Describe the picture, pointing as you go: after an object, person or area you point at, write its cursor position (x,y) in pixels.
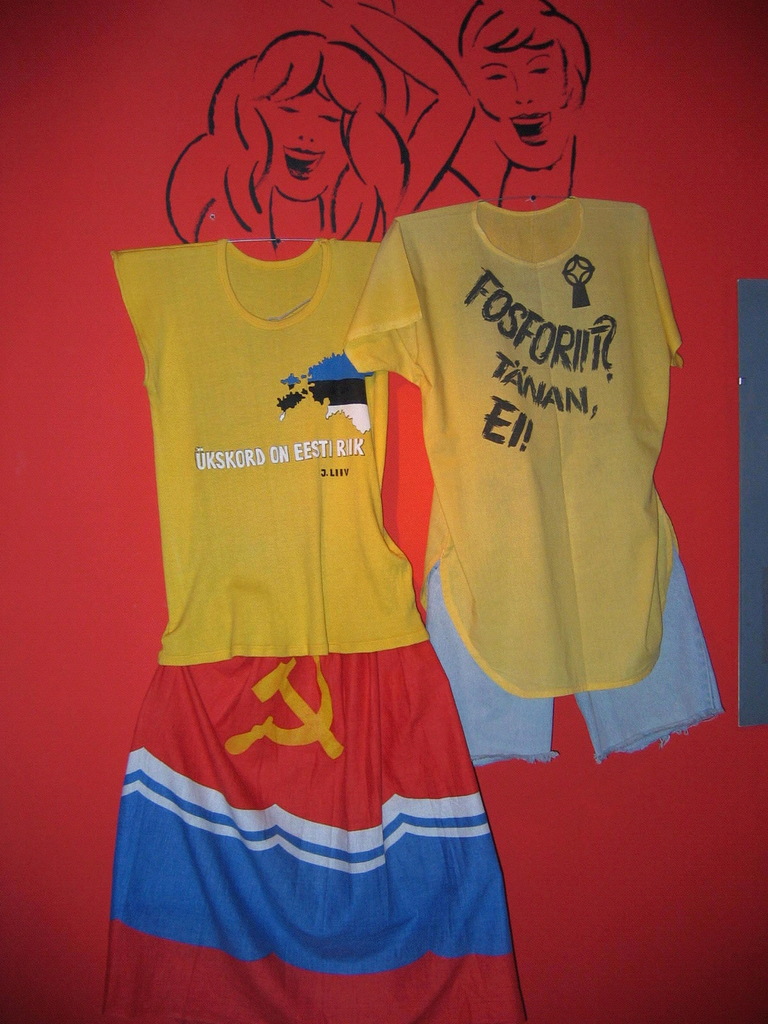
In this image we can see a wall (120,159) with the drawing (335,208) of two persons (303,122) and there are some clothes (429,218) like t-shirts (357,575), short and other things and we can see the text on the t-shirts (339,390).
